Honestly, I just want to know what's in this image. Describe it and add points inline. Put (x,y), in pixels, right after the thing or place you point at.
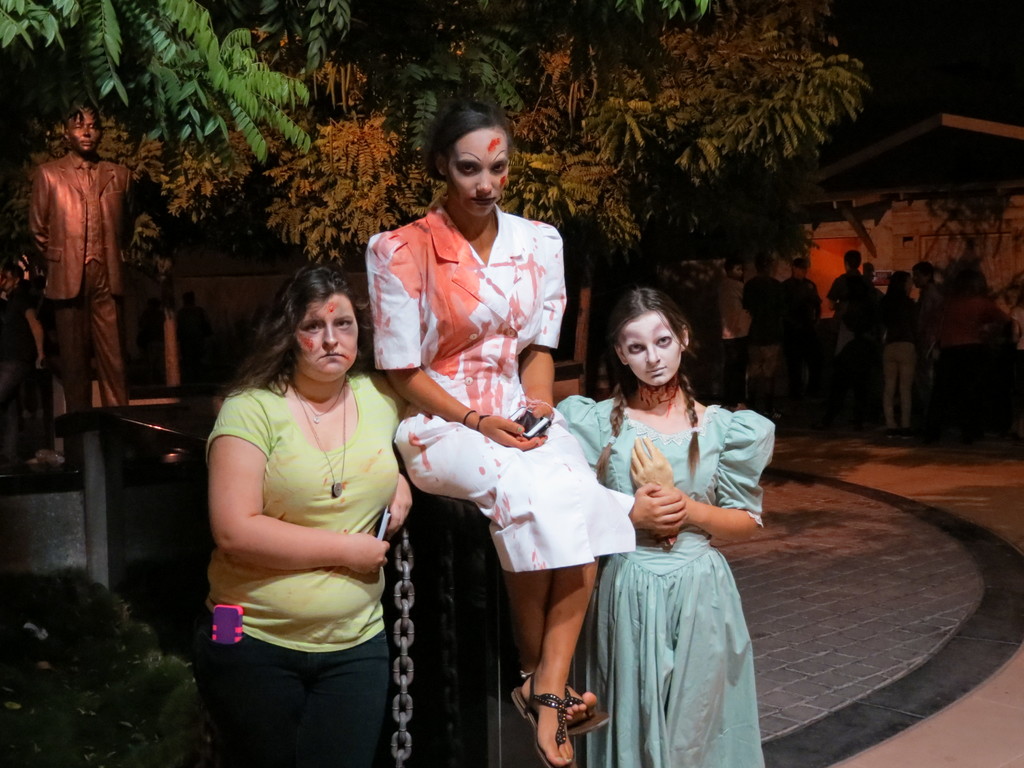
In this image there are three women (503,466), two are standing and one is sitting on a post (441,502), in the background (123,240) there is a statue (46,236), trees (632,177) and few people (833,305) are standing.
